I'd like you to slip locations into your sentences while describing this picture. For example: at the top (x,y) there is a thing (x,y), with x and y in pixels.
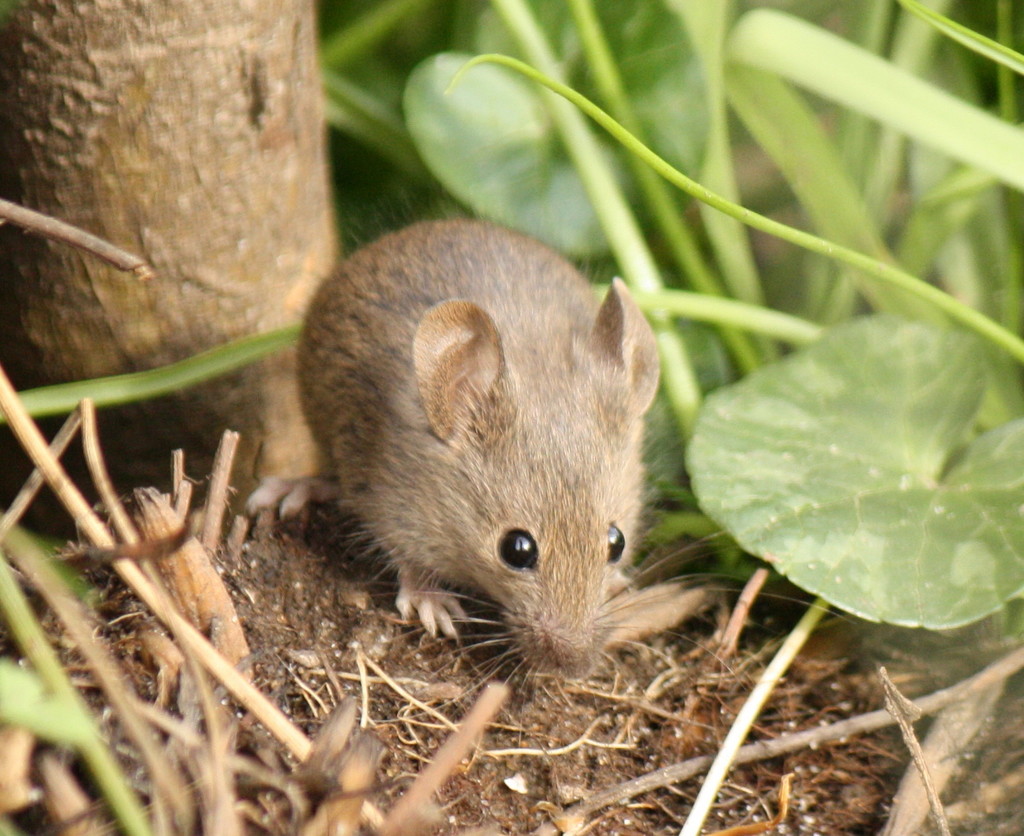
Here I can see a rat (412,449) on the ground (426,683). In front of this there are some sticks (216,670). On the right side (736,243) there is a plant (734,283). I can see the stems (599,190) and leaves (546,196) in green color. At the back of this rat (387,271) there is a tree trunk (186,132).
